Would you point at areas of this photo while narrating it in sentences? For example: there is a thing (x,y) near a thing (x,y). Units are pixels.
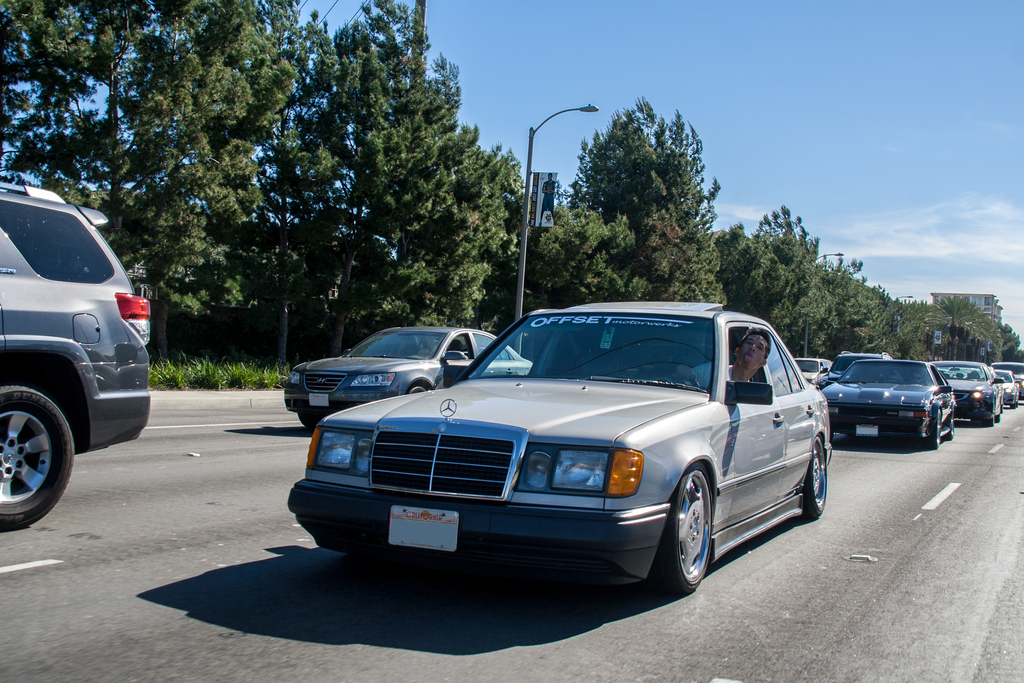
In the foreground of the picture (286,442), there are cars (928,389) moving on the road (784,586). In the background (777,267), there are trees (599,169), poles (531,166), plants (203,367), a building (999,307), sky (936,255) and the cloud (869,235).
